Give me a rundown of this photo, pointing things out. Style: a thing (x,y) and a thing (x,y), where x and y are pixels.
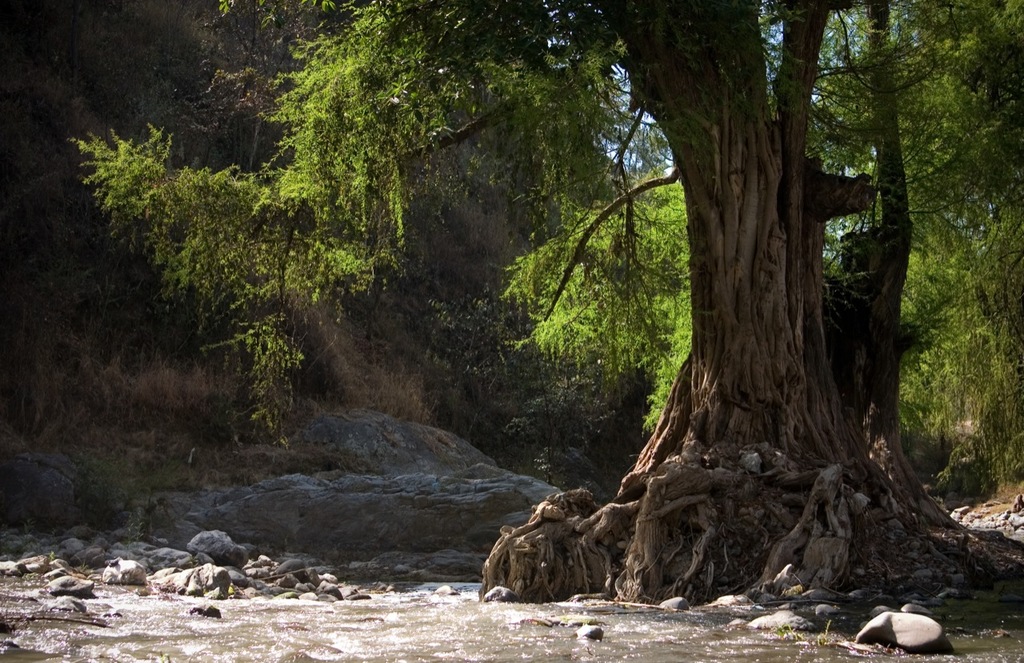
In this image in front (295,639) there is water (345,638). There are rocks (351,493). In the background of the image (526,193) there are trees (730,112) and sky (623,121).
